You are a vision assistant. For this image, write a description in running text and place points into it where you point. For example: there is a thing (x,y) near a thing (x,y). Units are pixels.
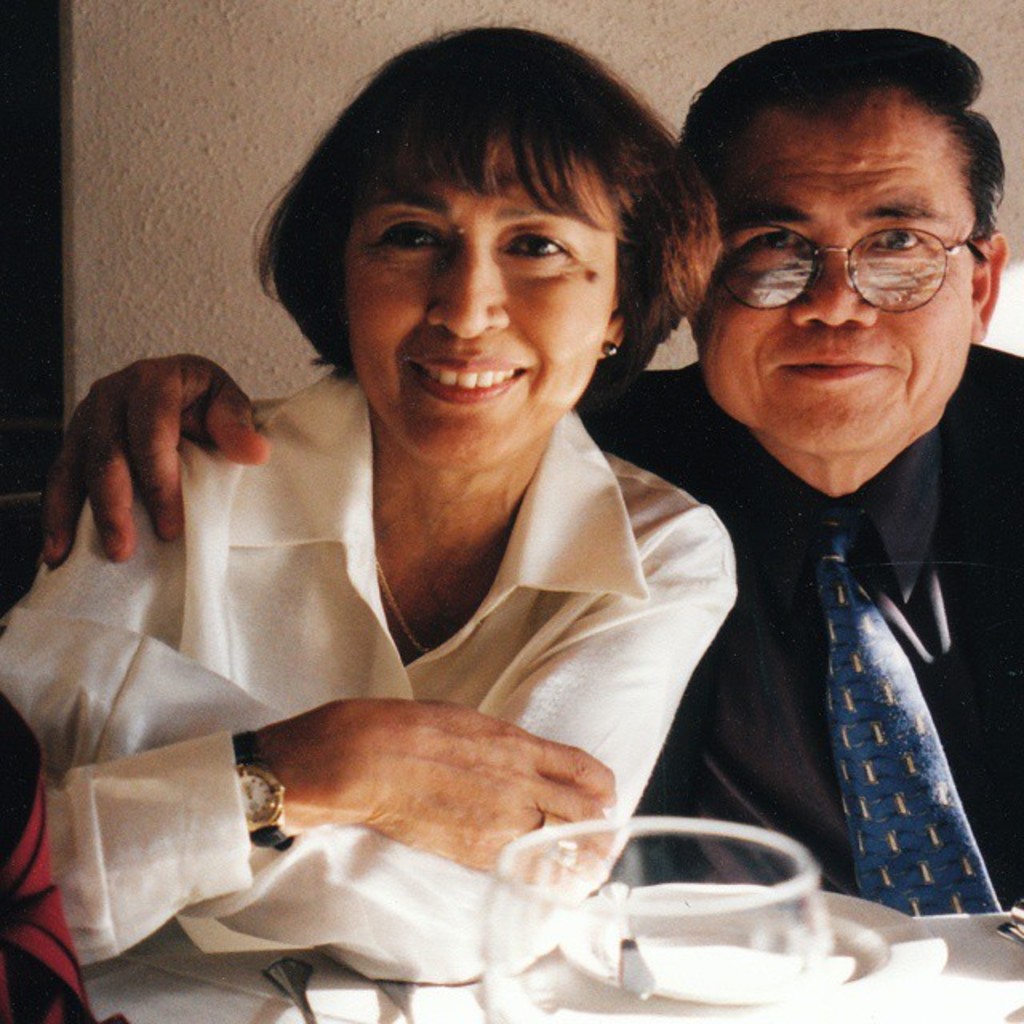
In this image there is a woman (392,585) and a man (741,592) are behind a table (232,976) having a glass (691,934), plate (747,985), napkin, spoon (306,975) on it. Plate (613,955) is having spoon (630,982) on it. Person (805,709) is wearing a black shirt (797,698) and tie (898,768). Woman (258,748) is wearing a white shirt (229,822) and watch (248,766). Behind them there is wall (174,339).
